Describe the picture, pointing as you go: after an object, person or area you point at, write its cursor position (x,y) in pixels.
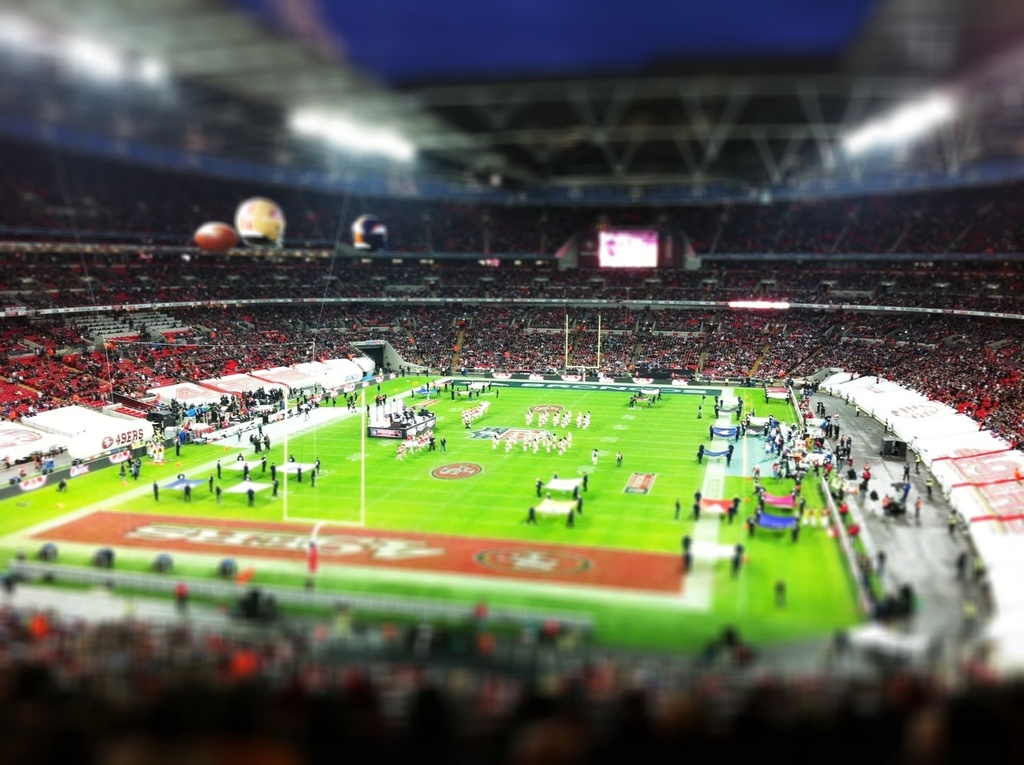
In this image we can see a football stadium (441,558), at the center (524,507) there is some text (405,551) written on the ground (343,547) and there are a group of people (904,607) on it, some of them are holding objects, there is a stage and a few other objects (44,454), on its sides there are audience (599,287), the top and bottom of the image (623,731) is blurred.
